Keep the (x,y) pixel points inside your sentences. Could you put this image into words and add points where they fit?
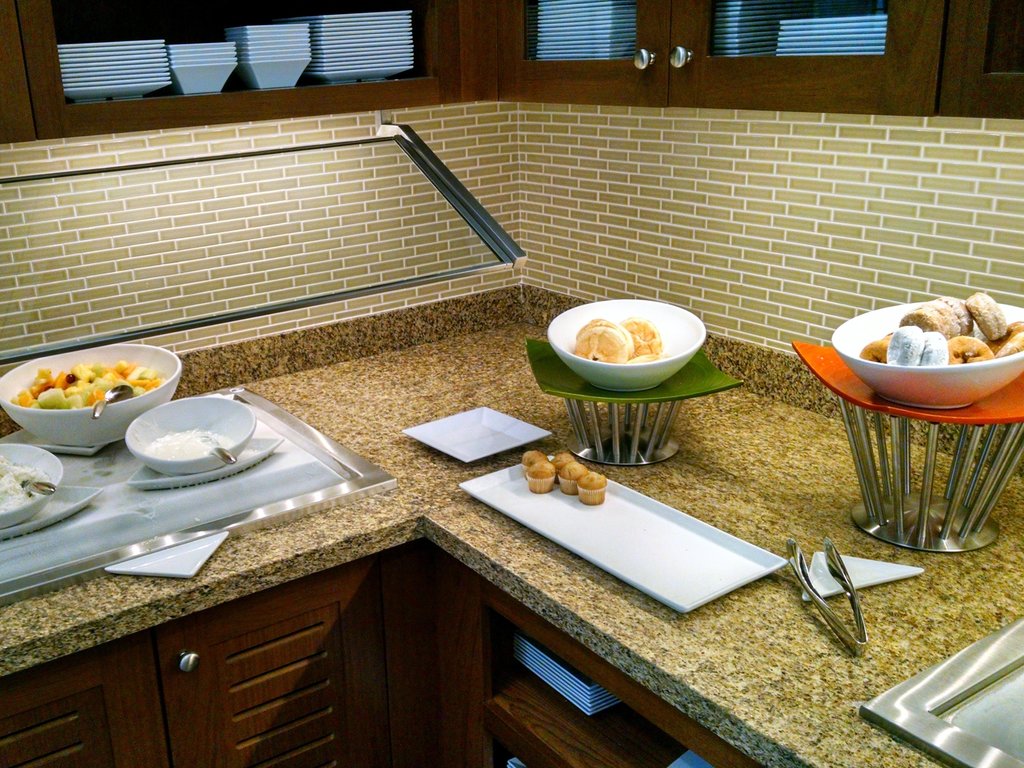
In this image there is a table (6,648) on which we can see there are so many bowls (34,468) served with food items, also there is a plate (598,534) with cup cakes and bowls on the stand (981,410) with some other foods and there are so many plates (379,20) in the shelf (473,20).
